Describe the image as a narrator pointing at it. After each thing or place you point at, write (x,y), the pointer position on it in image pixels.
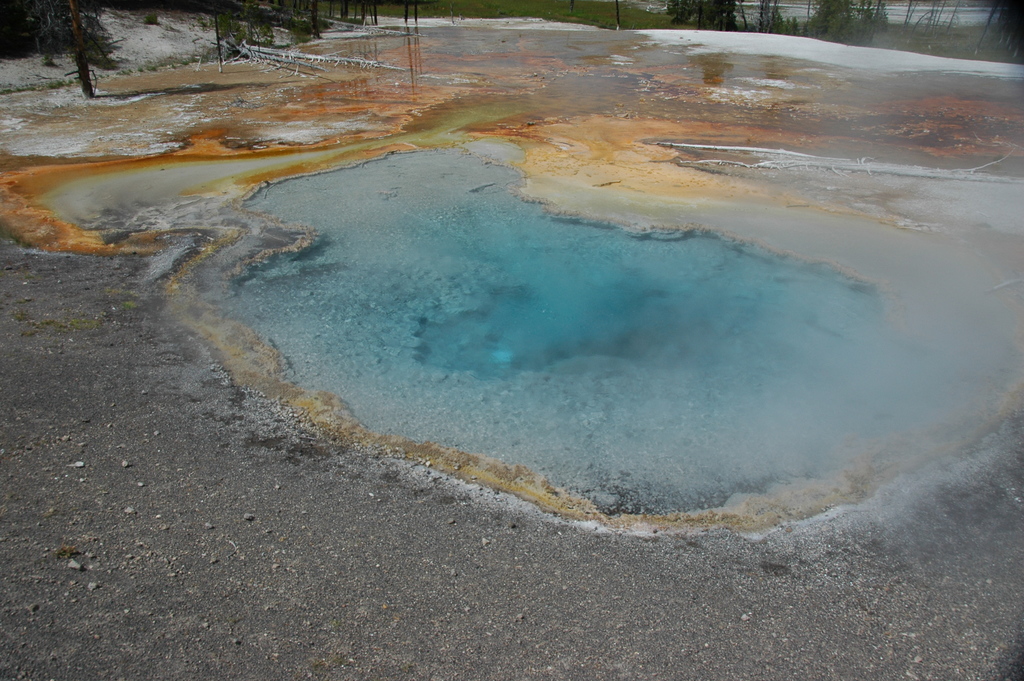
This picture shows water (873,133) and we see trees (221,23).
